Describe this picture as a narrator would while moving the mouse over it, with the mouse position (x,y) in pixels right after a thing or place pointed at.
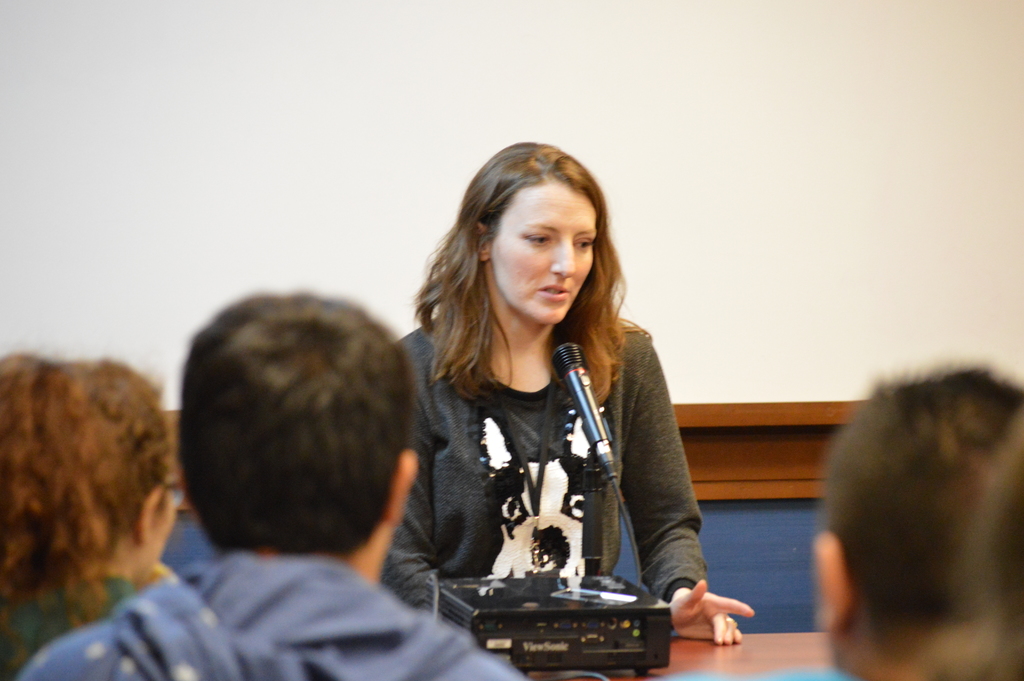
In the picture i can see a woman (532,538) wearing black color dress (524,515) standing, there is microphone (565,366) and some other electronic gadget (457,608) on table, in the foreground of the picture (299,597) there are some persons (452,635) sitting and in the background of the picture (831,59) there is a wall (704,97).
